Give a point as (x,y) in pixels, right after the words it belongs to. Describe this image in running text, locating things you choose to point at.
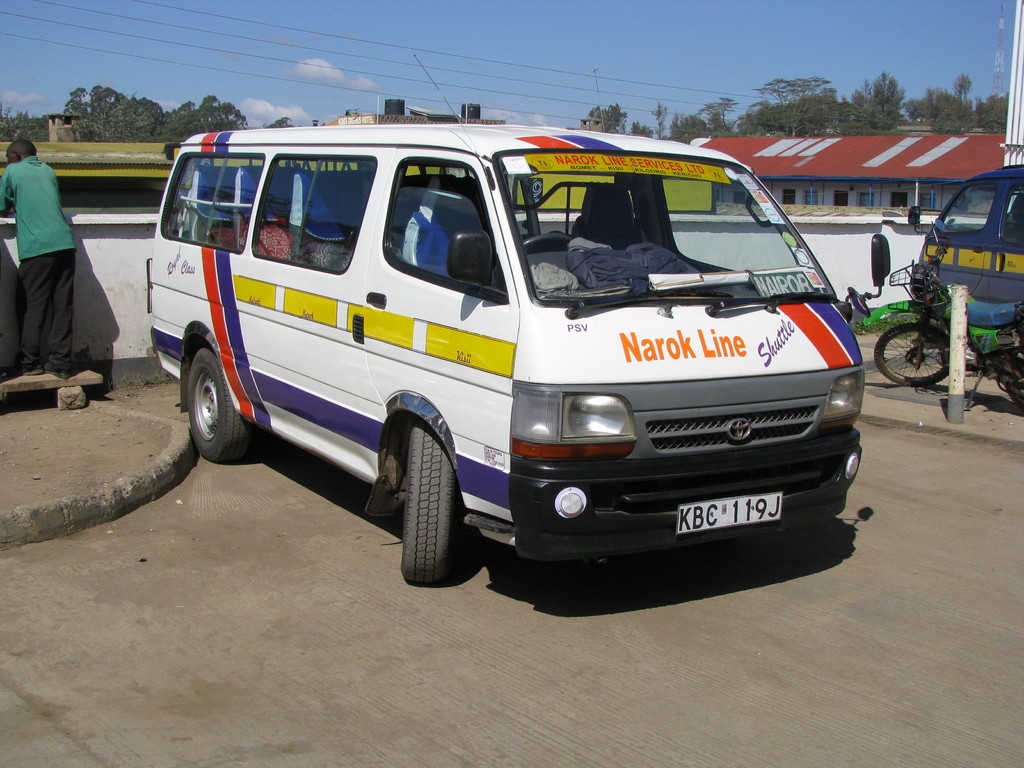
In this picture I can observe white color van (292,281) on the road (385,569). On the left side (56,252) there is a person (35,268) standing on the wooden plank (24,380). In the background (100,114) there are trees (147,118) and sky (505,39).
